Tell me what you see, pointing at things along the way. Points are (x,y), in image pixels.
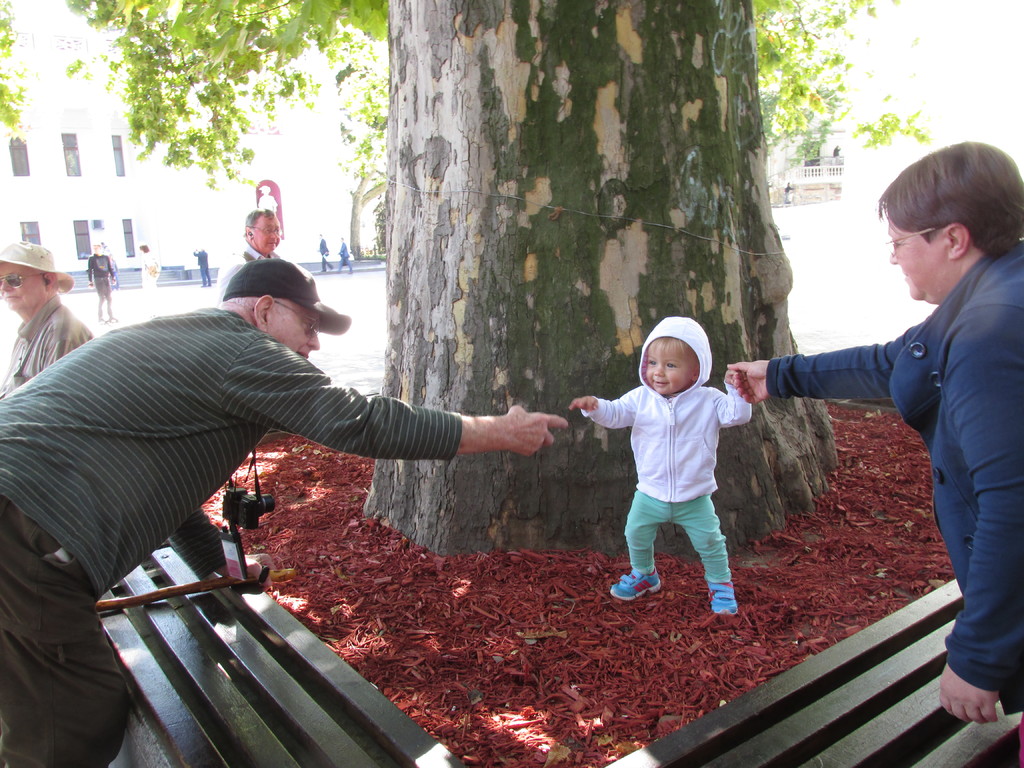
Here I can see a tree (645,56). Under this tree (679,225) I can see a man (108,439) and a woman (959,435) standing and playing with a baby (637,472). On the left side (270,384) a man (22,284) sitting on the bench (186,614). In the background (264,239), I can see few people (248,264) walking on the ground (159,293) and also there is a building (87,181).
